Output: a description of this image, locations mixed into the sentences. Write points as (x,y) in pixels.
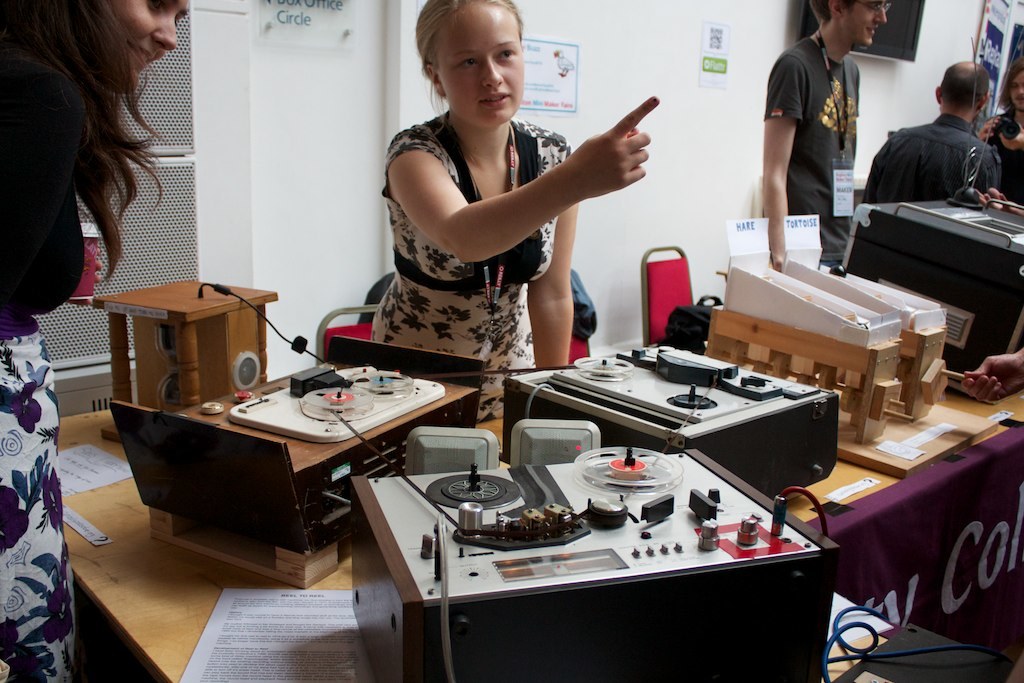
In this picture we can see some persons (37,668) standing on the floor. This is table (173,618). On the table (173,639) there are some electronic devices (767,381). On the background (755,121) there is a wall (296,223).
